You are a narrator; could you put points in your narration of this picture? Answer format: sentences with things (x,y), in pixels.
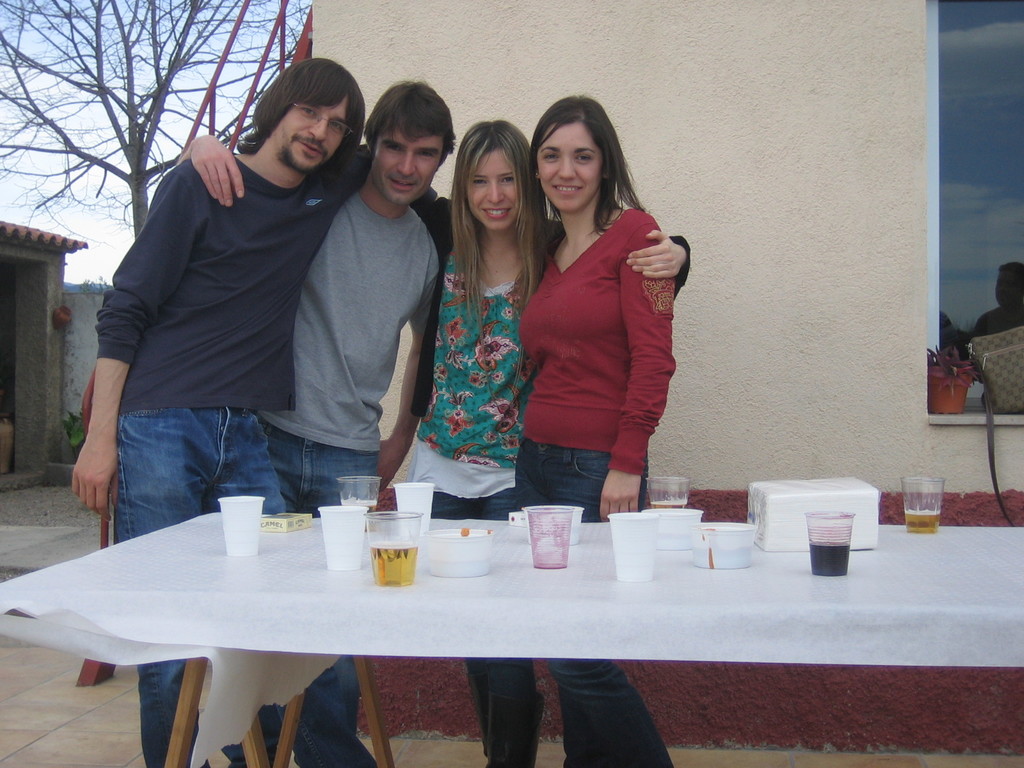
In this picture there are four people (524,260) are standing behind the table (160,546) on top of which glasses (410,558) and food eatables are kept on top. In the background (983,163) we observe a glass window (948,248), tree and a building (492,38).
